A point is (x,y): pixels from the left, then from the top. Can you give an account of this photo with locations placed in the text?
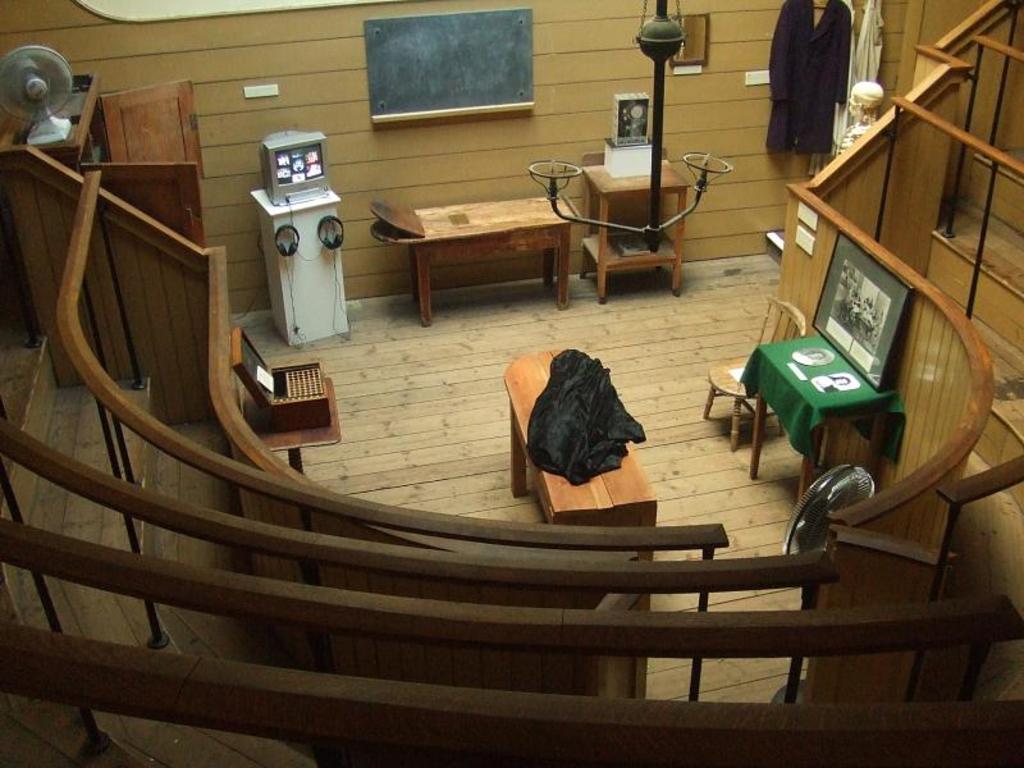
In this image I can see wooden tables (428,250), chairs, a photo frame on one table (761,429), television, headphones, wooden stairs (1017,339), clothes (818,68), a cupboard (148,197), table fan (39,125) and also there are some objects (408,92).
